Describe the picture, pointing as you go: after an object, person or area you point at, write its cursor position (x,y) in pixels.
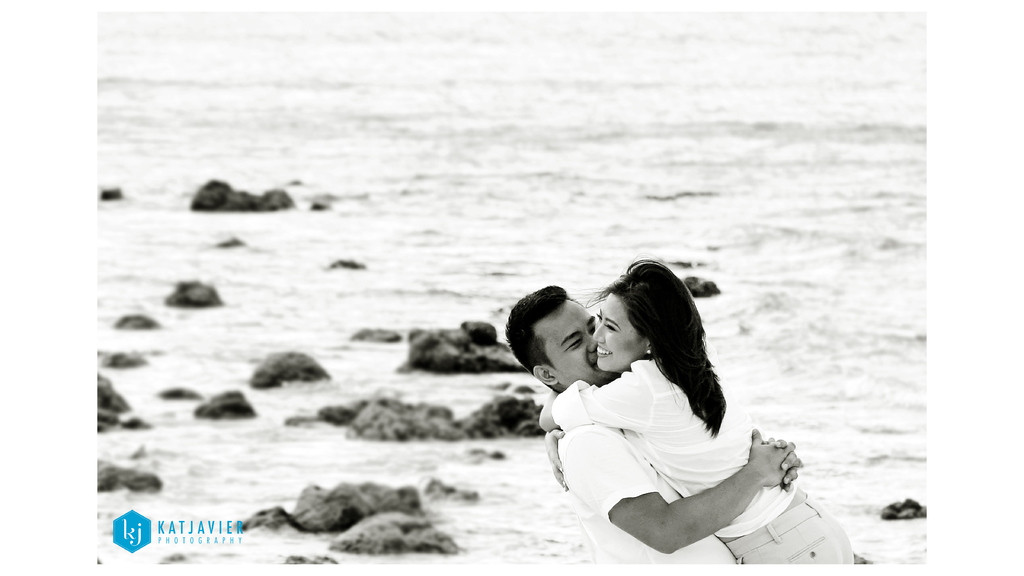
In front of the picture, we see the man (637,459) and the woman (657,442) in white dresses (648,447) are hugging each other and both of them are smiling. At the bottom (343,485), we see the stones (368,439) or rocks (408,499). In the background (475,216), we see water (780,234) and this water (780,279) might be in the sea (459,257). This might be an edited image.
